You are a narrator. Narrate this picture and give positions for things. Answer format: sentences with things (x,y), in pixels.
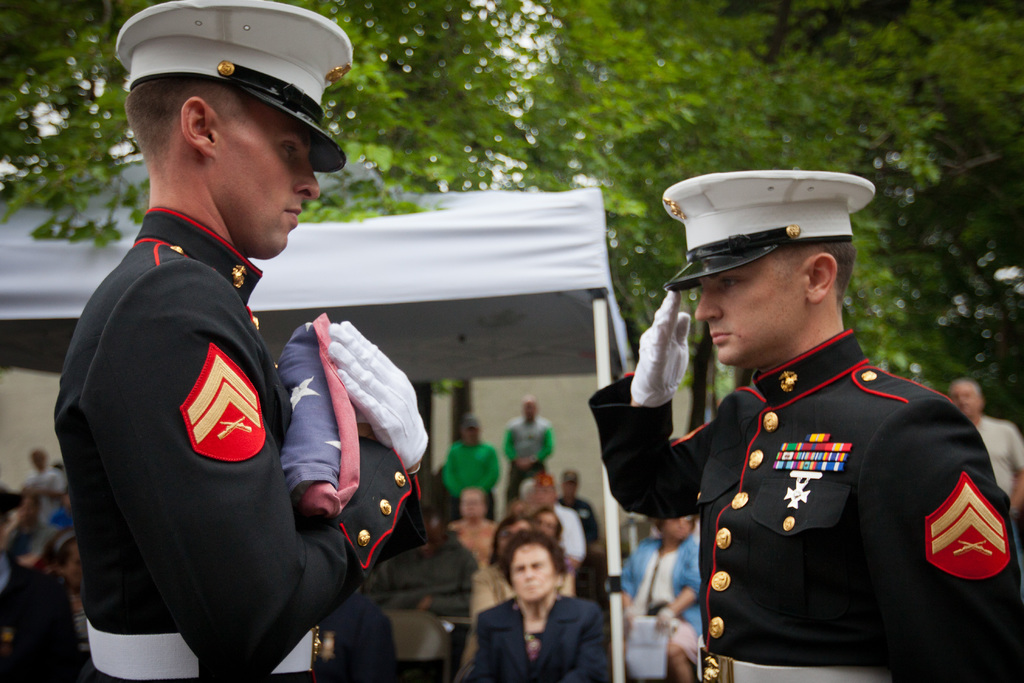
In this image I can see two persons (707,595) standing and they are wearing black color uniforms (745,587), background (346,251) I can see few persons (425,571) sitting, a tent (469,241) in white color and I can also see trees (494,84) in green color.
